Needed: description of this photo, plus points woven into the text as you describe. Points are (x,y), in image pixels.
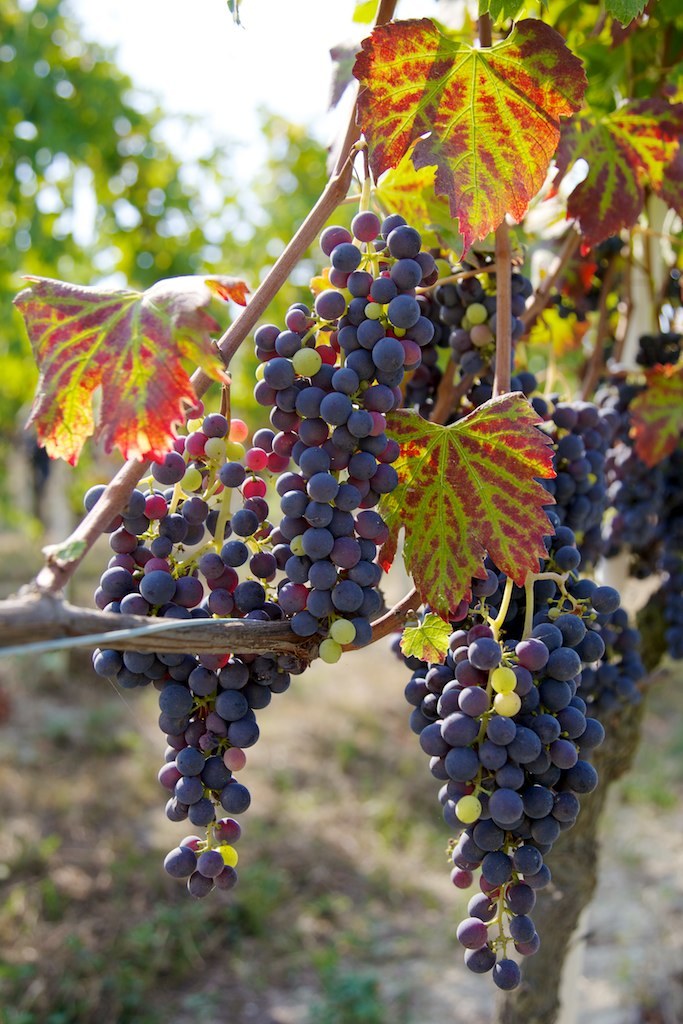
In this picture I can see bunch of grapes (453,344) to the tree (386,103) and I can see few trees (136,234) in the back (2,160) and I can see sky (212,57).
